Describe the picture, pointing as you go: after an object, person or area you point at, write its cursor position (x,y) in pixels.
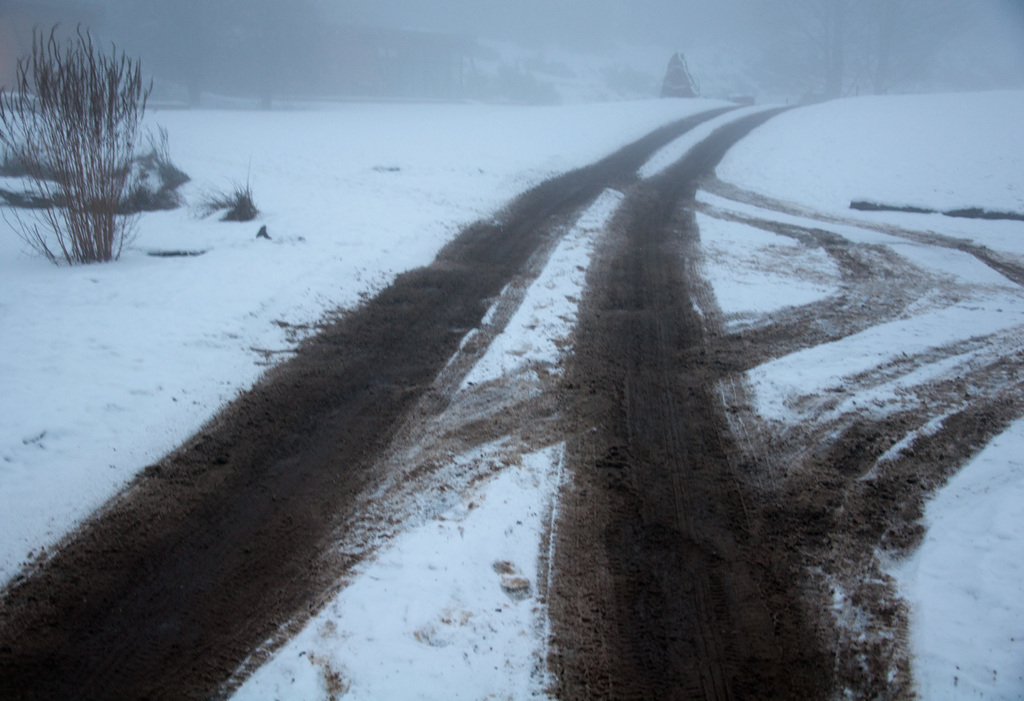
On the ground (381,276) there is snow (545,364). Also there are marks (410,434) of tires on the ground (643,509). Also there are few plants (149,161). In the background (231,64) there are trees (833,49) and it is looking blur.
